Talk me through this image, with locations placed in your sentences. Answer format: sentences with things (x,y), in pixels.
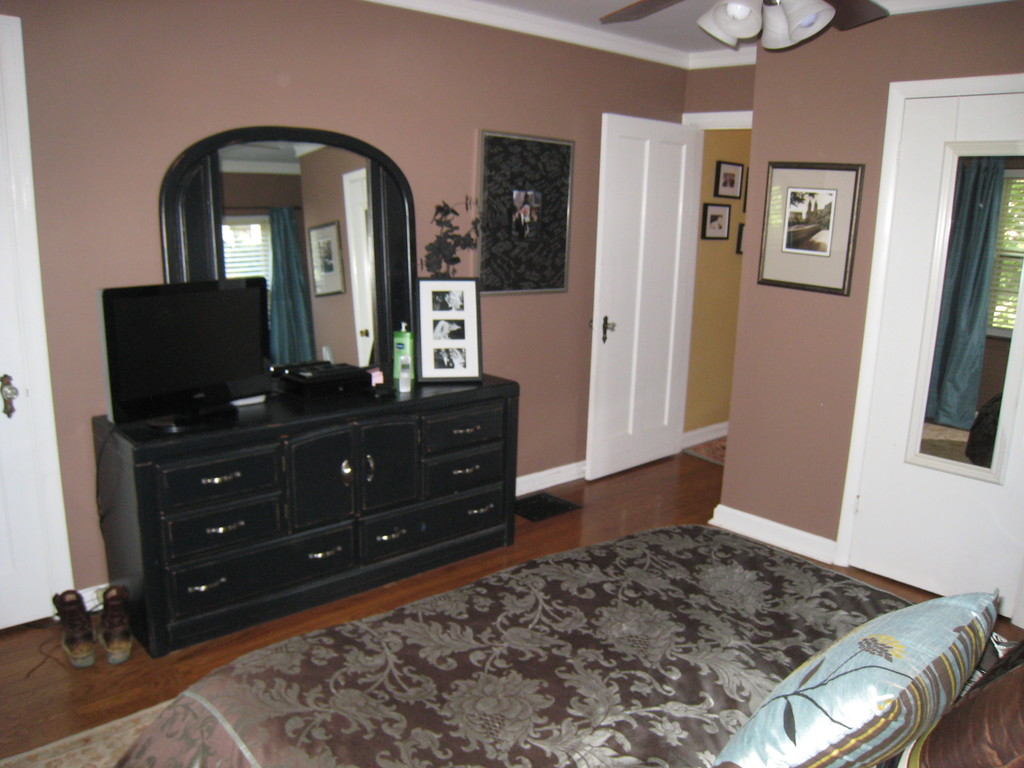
The image is taken in the room (347,563). In the center of the image (436,433) there is a dressing table (352,408) and we can see a monitor (202,392) placed on the table (231,517). On the right (944,494) there is a door (885,499). At the bottom (815,607) there is a bed (817,621) and we can see a cushion (801,681) placed on the bed (418,745). On the left (117,663) there are boots (92,648) placed on the floor (34,699). In the background (455,259) there are decors (793,222), wall frames (773,208) placed on the wall (589,358). At the top (746,32) there is a fan (746,32).
